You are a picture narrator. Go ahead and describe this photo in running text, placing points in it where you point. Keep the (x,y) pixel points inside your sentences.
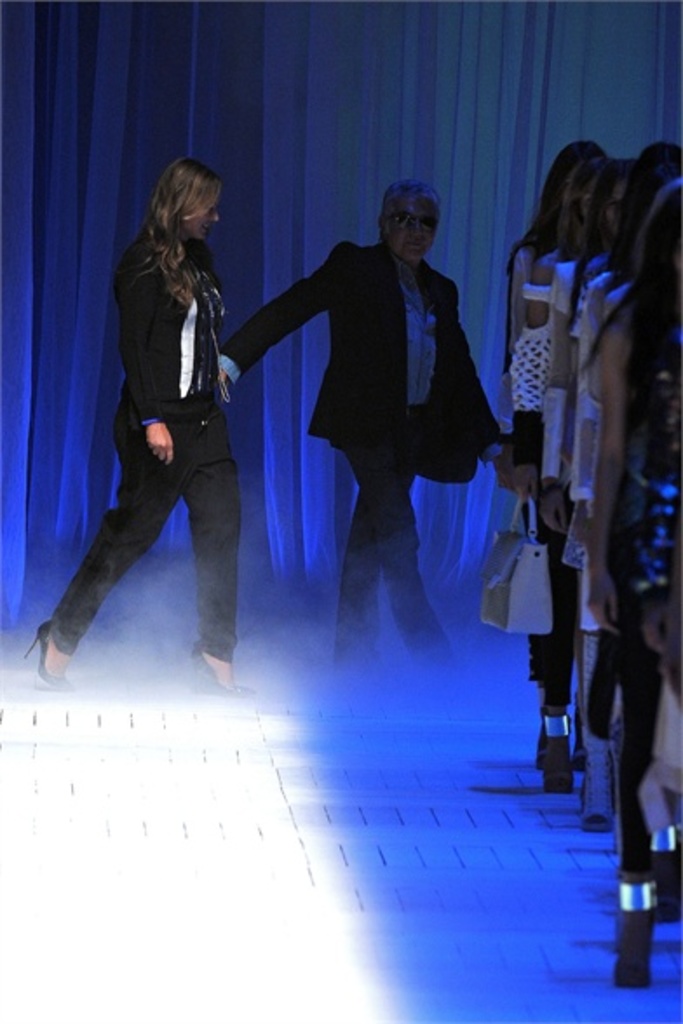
In this picture we can see some people (521,385) are standing on the right side (622,340), we can see two persons (337,309) are walking in the middle (284,359), in the background (286,429) there is a curtain (317,87).
